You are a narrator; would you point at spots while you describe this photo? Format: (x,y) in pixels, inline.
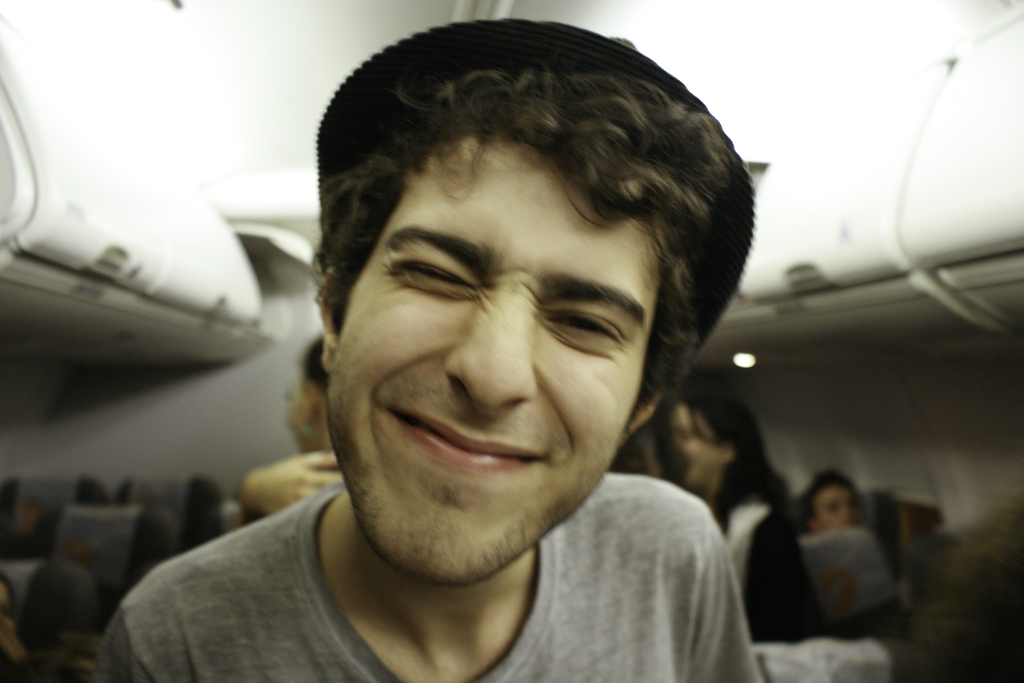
In the middle (386,255) a man (669,523) is there, he wore cap (727,276), t-shirt (584,509).
